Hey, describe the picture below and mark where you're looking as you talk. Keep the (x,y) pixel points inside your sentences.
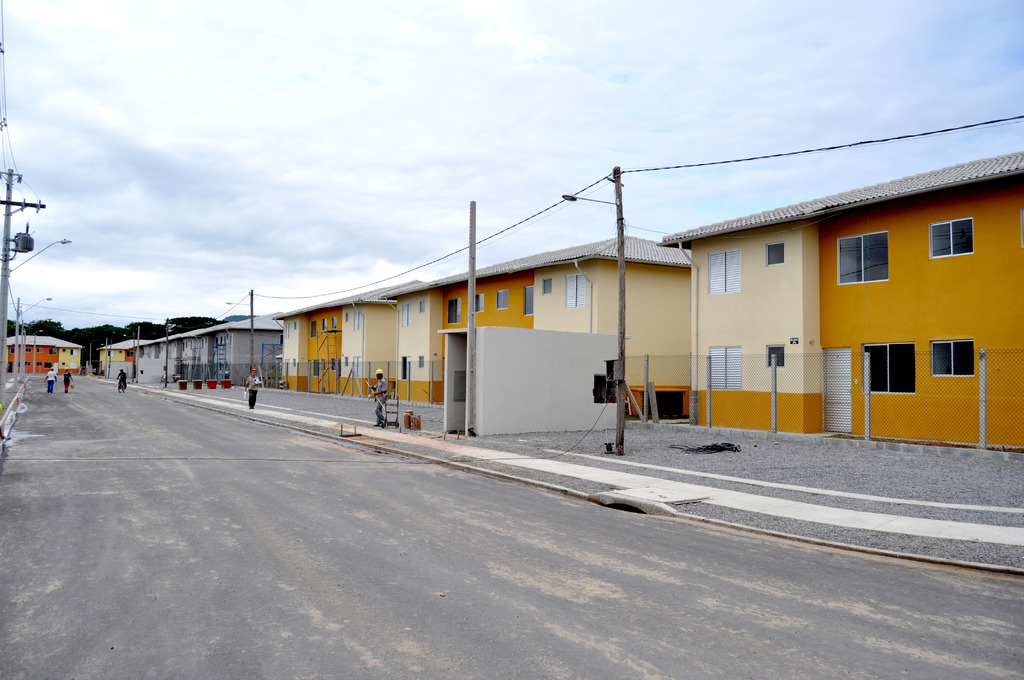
This image is taken outdoors. At the top of the image (170,174) there is a sky (161,234) with clouds (452,115). At the bottom of the image (361,606) there is a road (675,600) and there is a sidewalk (872,518). On the left side of the image (6,306) there is a pole (3,295) with a few wires (38,211) and there is a house (52,351). In the background (85,351) there are a few trees (104,332). On the right side of the image (818,365) there are a few houses (423,344) with walls (870,317), windows (878,373), doors (850,385) and roofs (239,326) and there are a few poles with street lights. A few people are walking on the road (102,397) and a man (383,416) is standing on the sidewalk (383,435).
